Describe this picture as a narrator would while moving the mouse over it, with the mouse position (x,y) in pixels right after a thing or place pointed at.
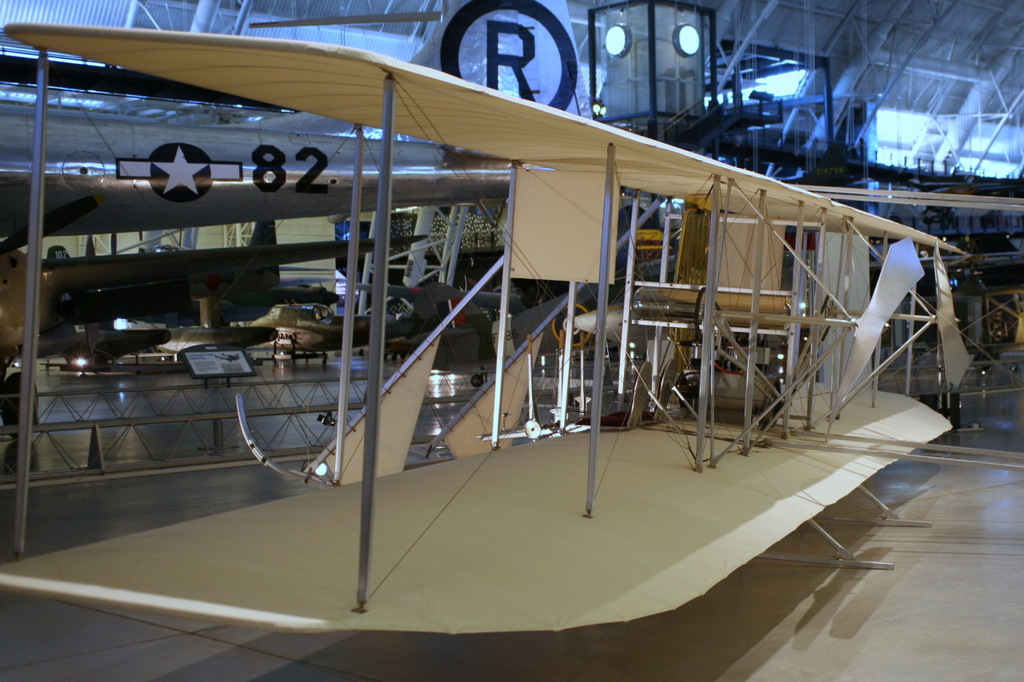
In this picture, it is looking like an old biplane (372,413) and behind the biplane (389,460) there are some other things (279,280) and a board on the path (956,474).
